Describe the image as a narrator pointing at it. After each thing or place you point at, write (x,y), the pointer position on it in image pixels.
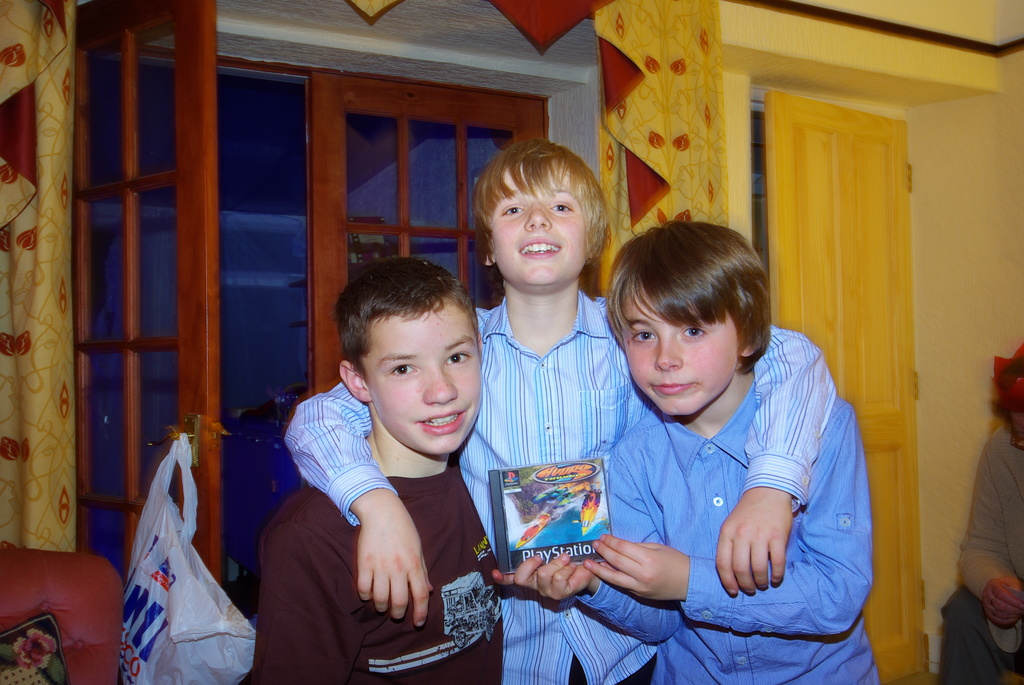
There are children (613,421) standing in the foreground area of the image (645,430), there are windows (372,128), curtains (672,103), a door (906,435), other objects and the polythene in the background (886,434).
